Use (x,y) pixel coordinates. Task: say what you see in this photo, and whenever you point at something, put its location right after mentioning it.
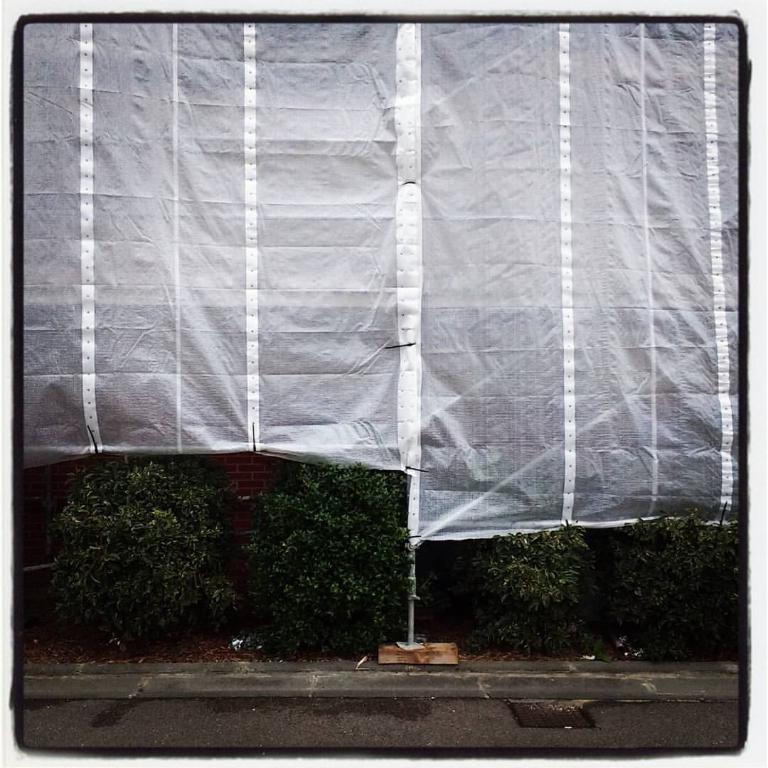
In this image we can see trees (264,588), here is the road (224,714), here is the plastic cover (298,355).
